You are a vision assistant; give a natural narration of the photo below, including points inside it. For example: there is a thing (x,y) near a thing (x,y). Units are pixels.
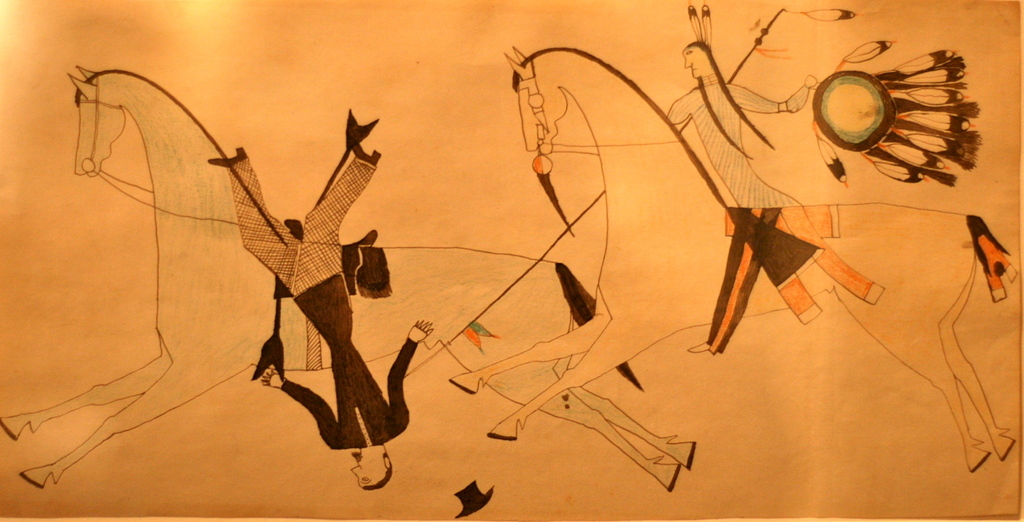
In the foreground of this image (728,336), there is sketch (705,167) of a man (722,151) riding a horse (636,213) and also a man (364,419) falling down from the horse (247,270). At the bottom (476,492), there is a hat (465,494).
